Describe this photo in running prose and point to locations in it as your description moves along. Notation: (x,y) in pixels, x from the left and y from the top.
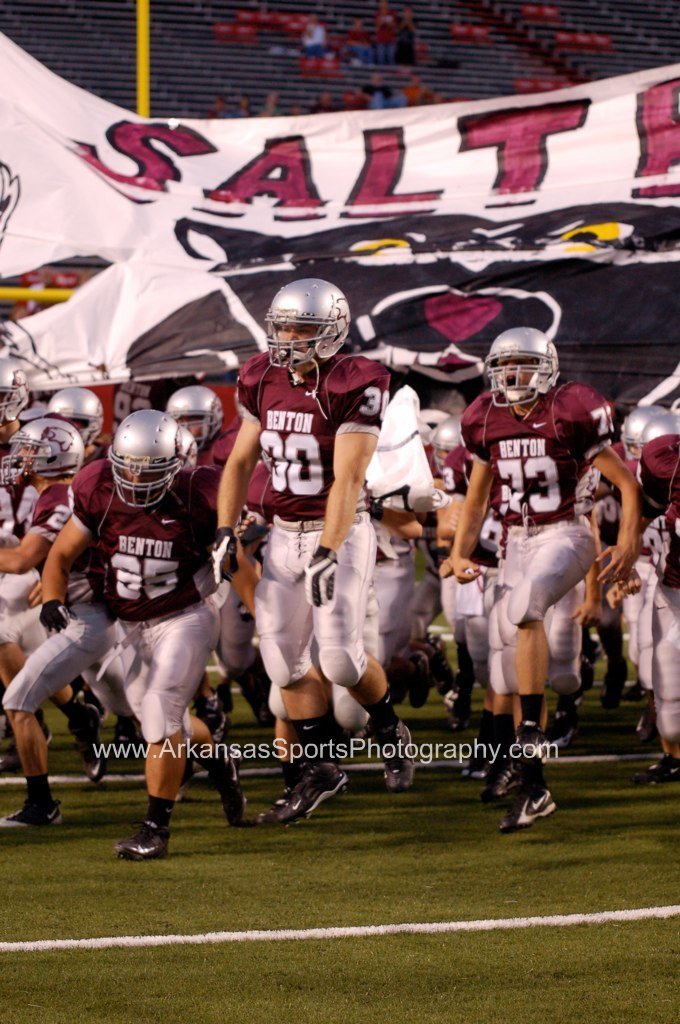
In the center of the image (375,520) a group of people (246,569) are running. In the background of the image (228,72) we can see chairs (531,81), pole (149,69) are present. At the bottom of the image (441,955) ground (480,955) is there.
